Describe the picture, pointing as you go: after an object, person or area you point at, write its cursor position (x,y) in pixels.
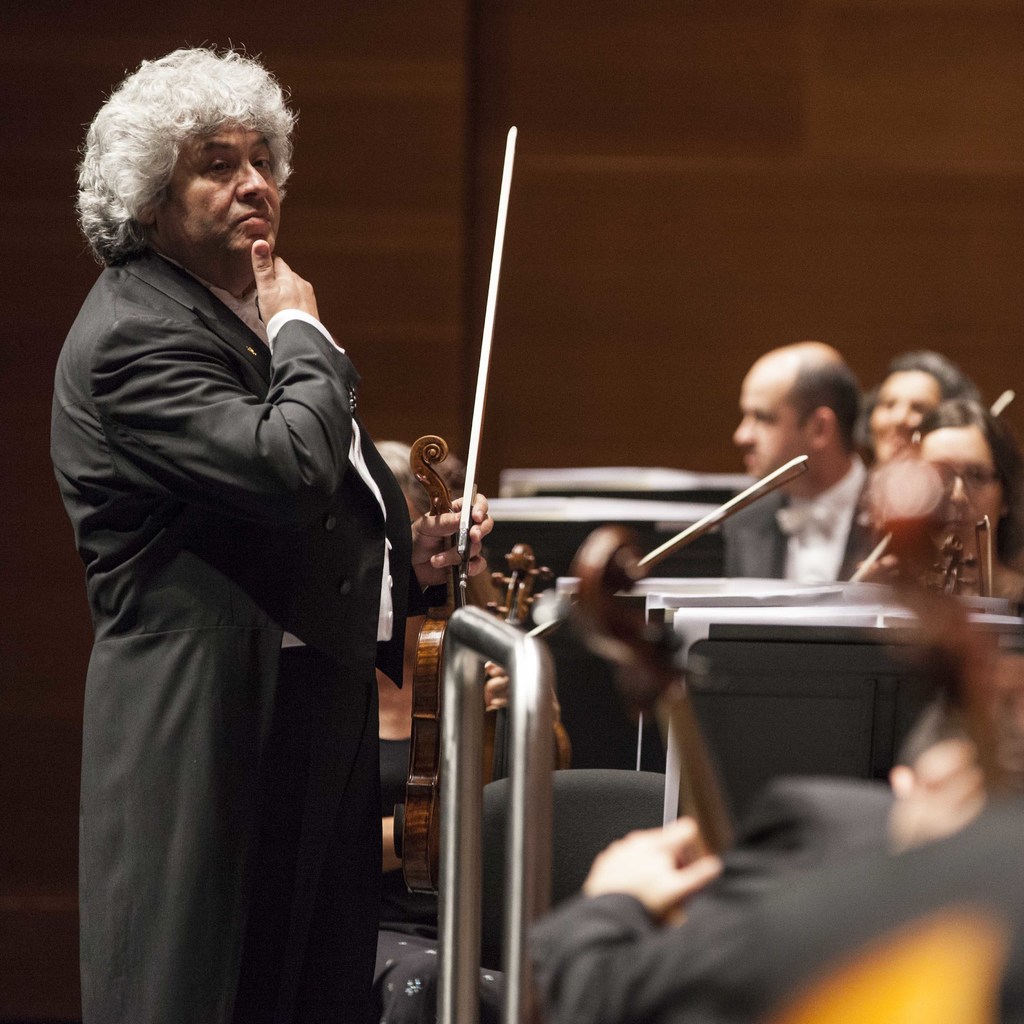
On the left side (229,475), we see a man (273,584) is standing and he is holding a stick (467,462) in his hand (439,525). In front of him, we see the people (815,441) are sitting on the chairs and they are holding the musical instruments (925,507) in their hands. In front of them, we see the music stands (649,532). At the bottom (519,895), we see an iron rod (470,980). In the background (499,421), we see a wall (635,231), which is brown in color. This picture is blurred in the background (534,299).
